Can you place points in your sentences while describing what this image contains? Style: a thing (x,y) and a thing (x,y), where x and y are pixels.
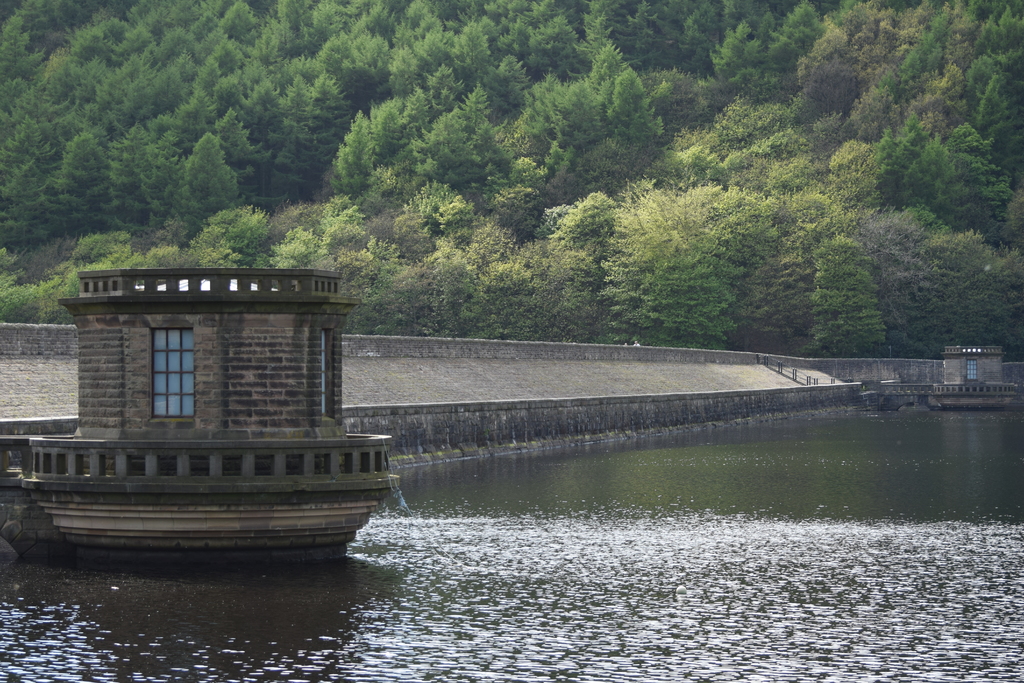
In this picture we can see water (732,632) at the bottom (735,580), on the left side (105,466) and right side (977,362) there are two rooms (962,361), in the background (688,130) we can see some trees (457,163), we can see window (177,366) of this room (174,365) on the left side (169,356).
